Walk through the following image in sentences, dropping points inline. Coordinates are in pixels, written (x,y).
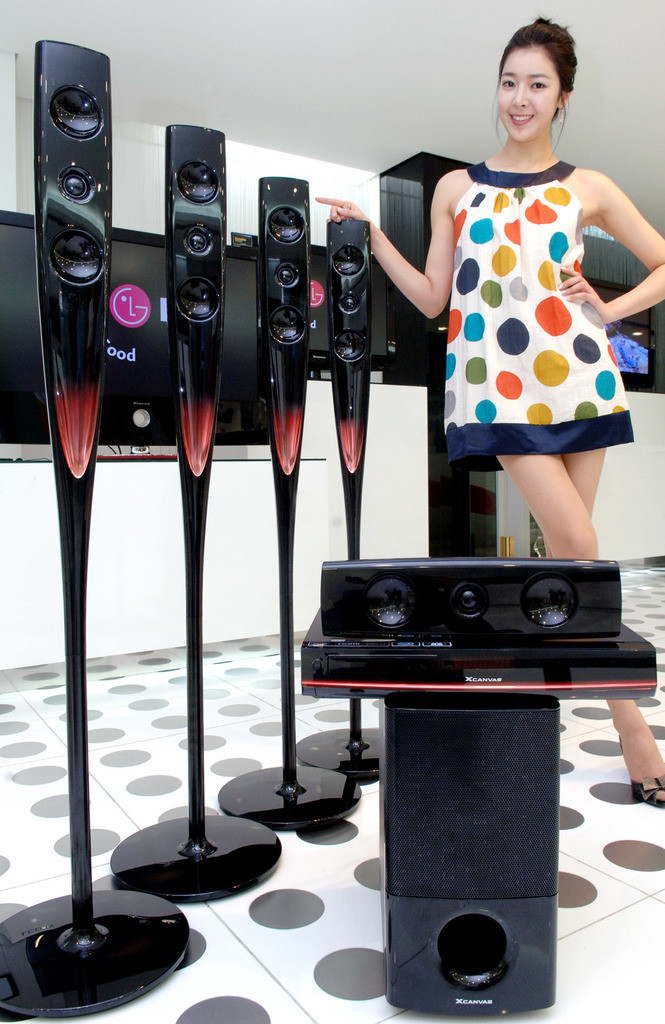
In this picture there is a woman (598,462) standing and smiling. In the foreground (497,989) there is a speaker (61,363) and there are objects (286,334). At the back (22,320) there are monitors (9,334) and there is text (123,302) on the screen (247,369). At the bottom (158,715) there is a floor (229,680).
